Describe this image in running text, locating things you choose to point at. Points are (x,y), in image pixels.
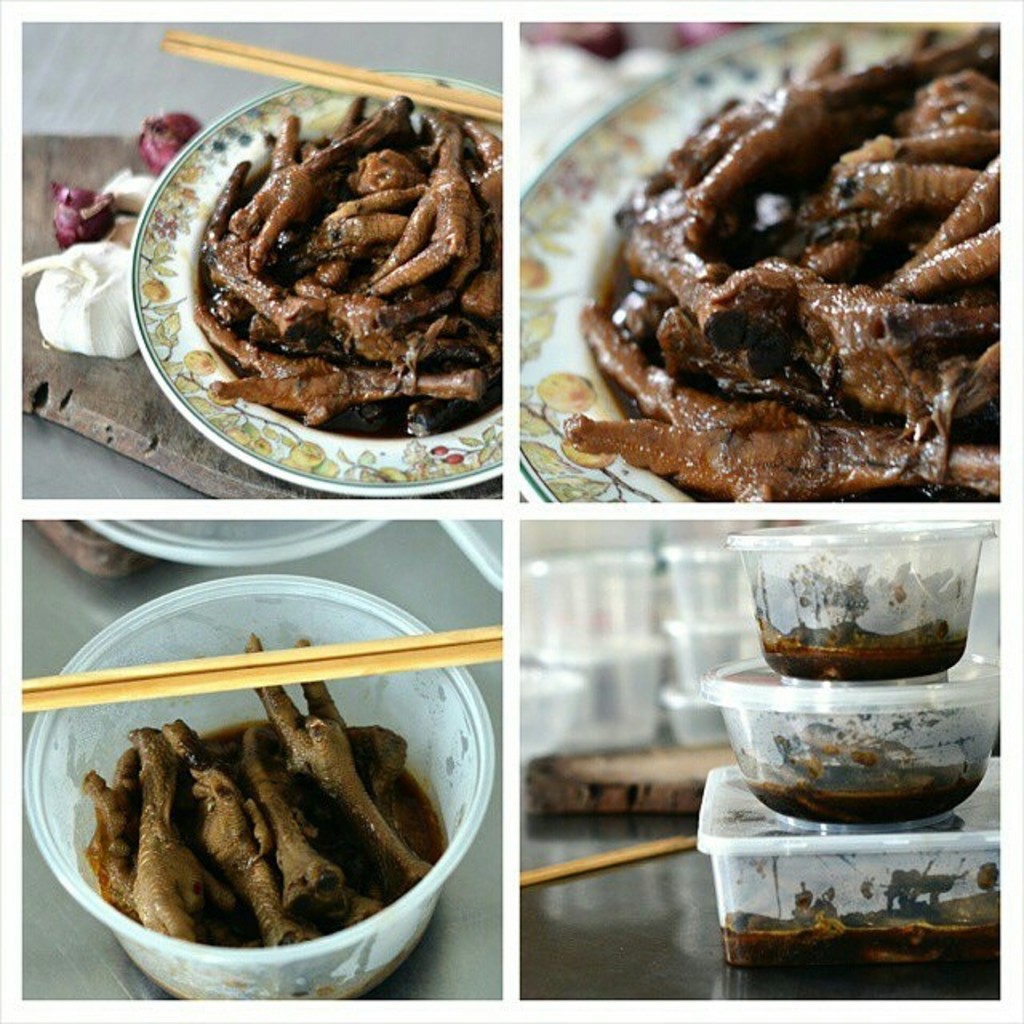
The picture is a collage. In this picture there are variety of dishes (614,448) in plates (471,433), boxes (437,731). On the left (243,674) there are chopsticks (264,66), wooden board (123,402) and other food varieties (105,318).
